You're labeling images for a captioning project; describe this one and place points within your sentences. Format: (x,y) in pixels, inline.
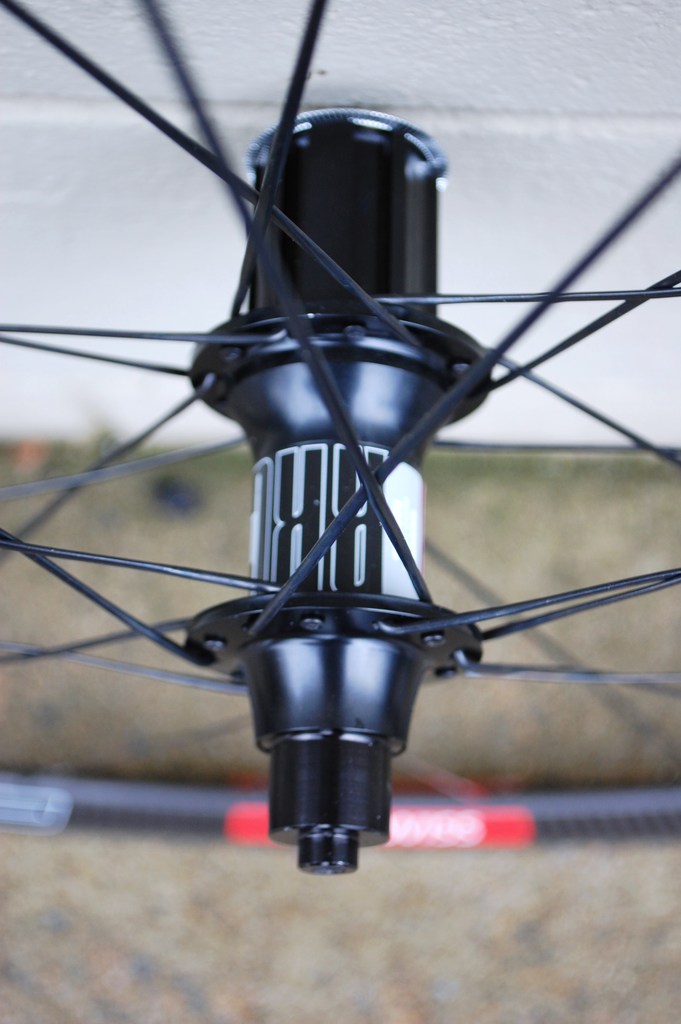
In this image we can see a wheel (417,671) of a cycle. In the background of the image (372,101) there is a wall (512,58).
